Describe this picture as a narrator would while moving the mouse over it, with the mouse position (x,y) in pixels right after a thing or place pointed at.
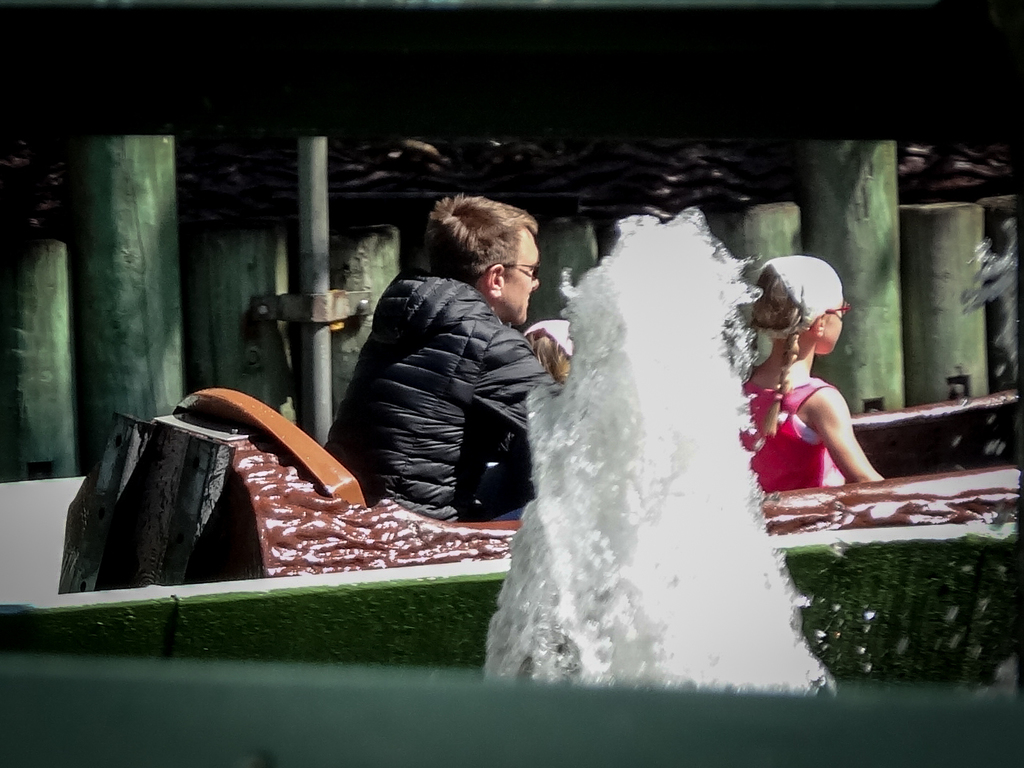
In this image, I can see the man (473,265) and two girls (798,448) sitting on an object (931,452). This looks like a water fountain (713,473). These are the wooden pillars (942,263). I think this is a pole (305,367).
